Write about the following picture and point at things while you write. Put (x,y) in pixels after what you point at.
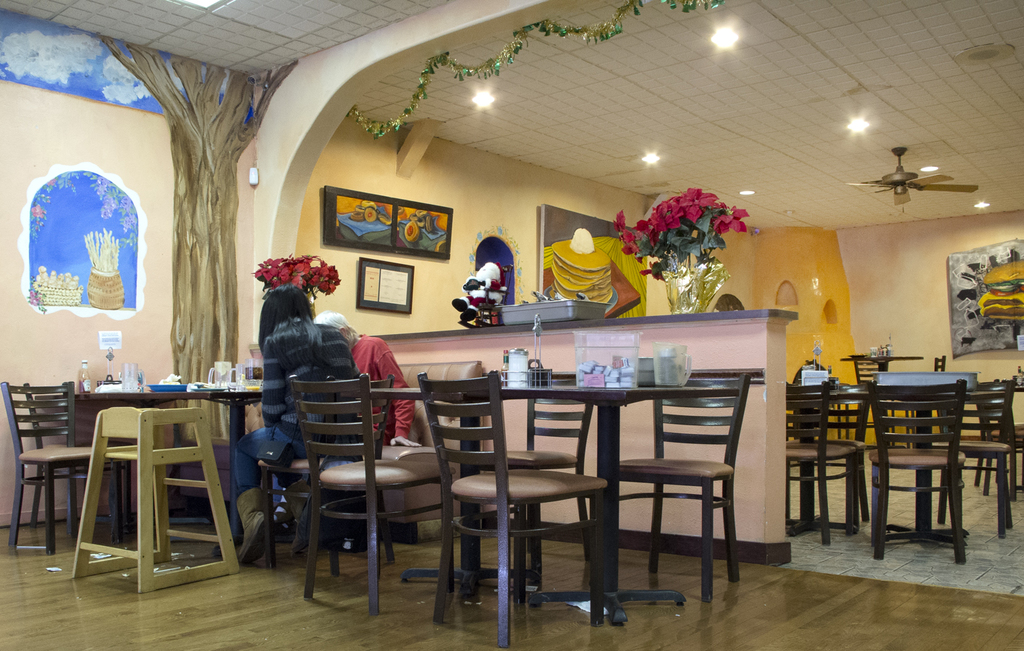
In this picture, we see two women (316,365) are sitting on the chairs (360,380). In front of them, we see a table (141,400) on which glasses (132,371), plates (185,383) and some other objects (255,389) are placed. Beside that, we see the chairs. Beside them, we see the chairs (556,429) and a table (515,395) on which the plastic boxes (580,374) are placed. Behind them, we see a table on which tray (579,310), stuffed toy (478,279) and a flower vase (688,210) are placed. On the right side (817,420), we see the chairs (865,445) and a table (876,396). In the background (854,277), we see a wall (841,275) on which photo frames (401,242) are placed. At the top (609,170), we see the ceiling fan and the ceiling (654,46) of the room (534,152). This picture might be clicked in the hotel (642,506).
